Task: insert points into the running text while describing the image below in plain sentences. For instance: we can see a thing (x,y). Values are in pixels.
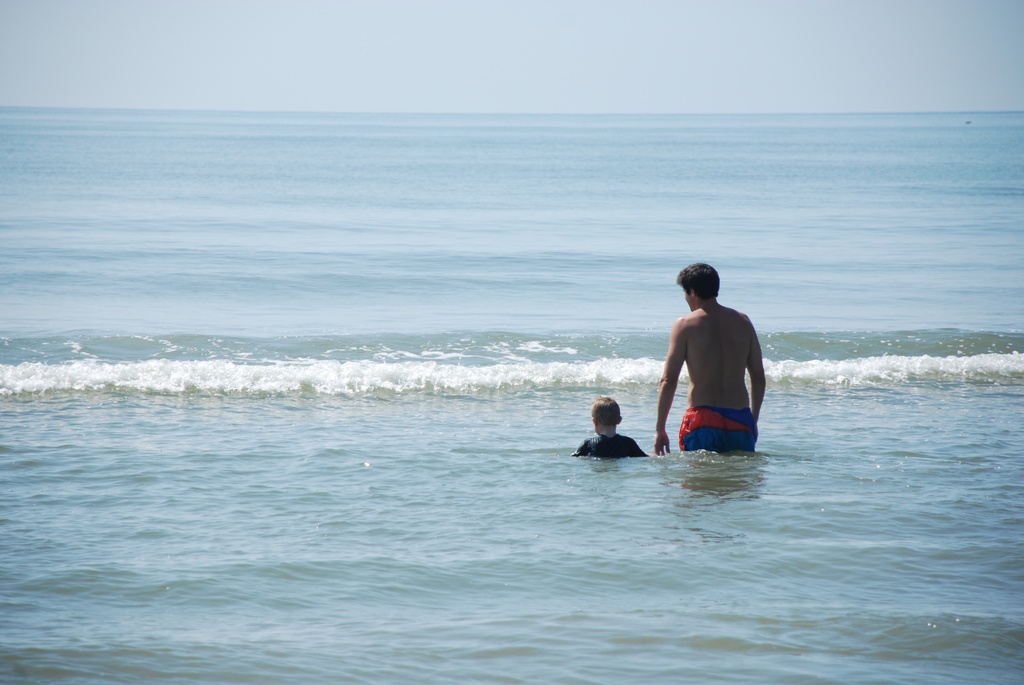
In this image at the bottom (573,520) there is a beach (893,390) and in the beach (680,424) there is one man (693,429) and one boy (599,450), at the top of the image (355,70) there is sky (355,70).
